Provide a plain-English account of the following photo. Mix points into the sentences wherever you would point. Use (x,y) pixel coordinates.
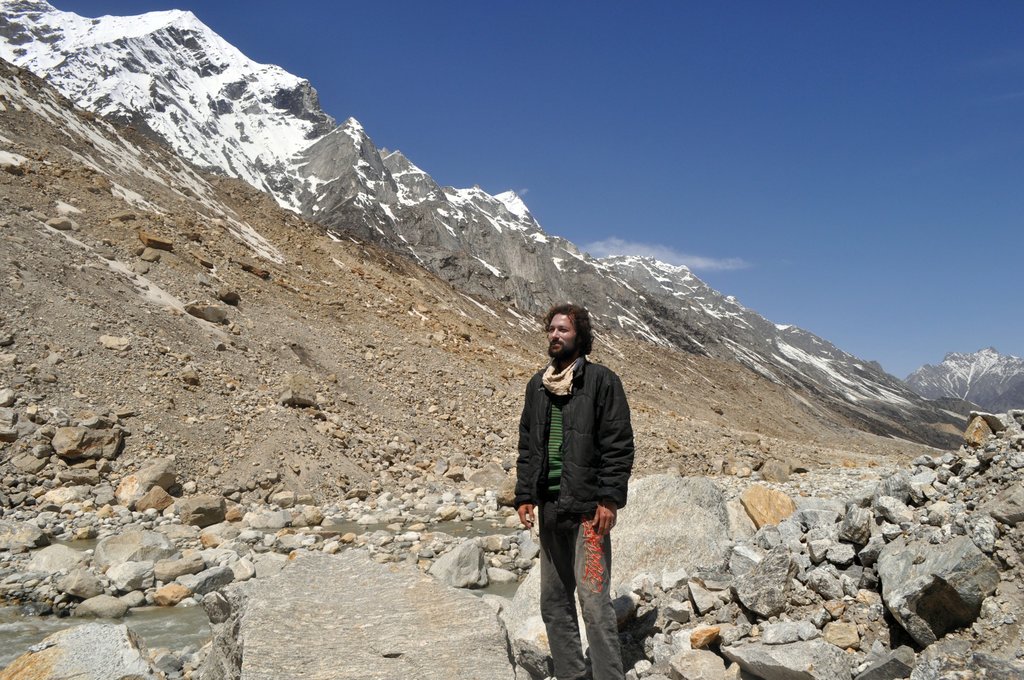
As we can see in the image there are hills (227,220), rocks (854,535) and in the front (598,466) there is a person (572,438) wearing black color jacket (587,413). At the top (689,93) there is sky (725,67).
